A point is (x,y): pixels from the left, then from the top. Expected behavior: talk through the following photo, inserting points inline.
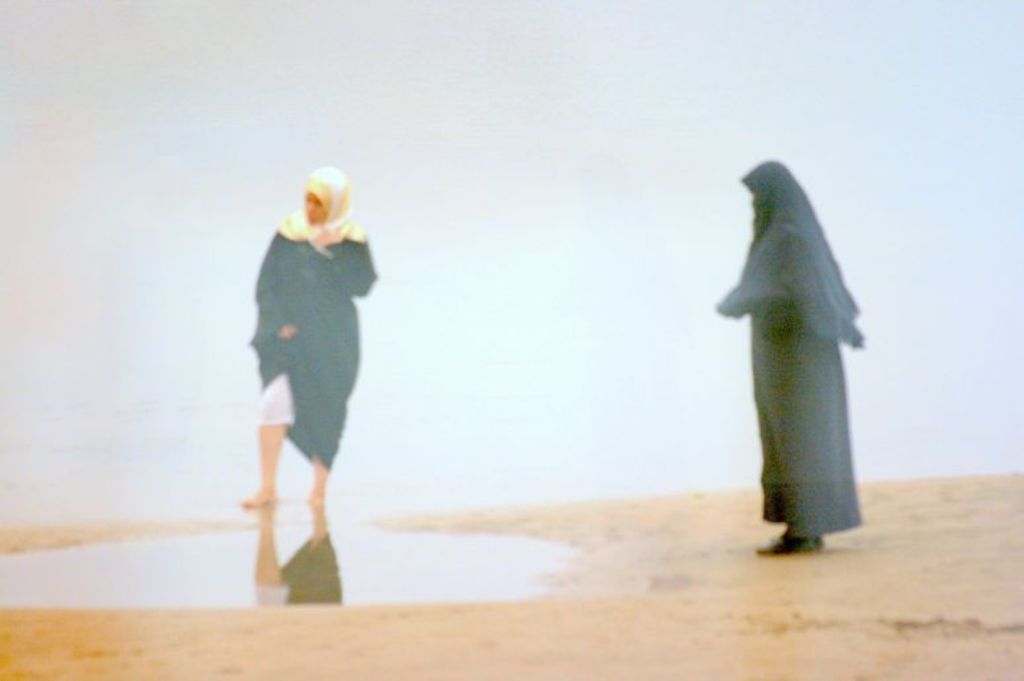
In this image there are two women (308,244), there is sand (729,628) towards the bottom of the image (717,618), the background of the image (183,3) is white in color.
